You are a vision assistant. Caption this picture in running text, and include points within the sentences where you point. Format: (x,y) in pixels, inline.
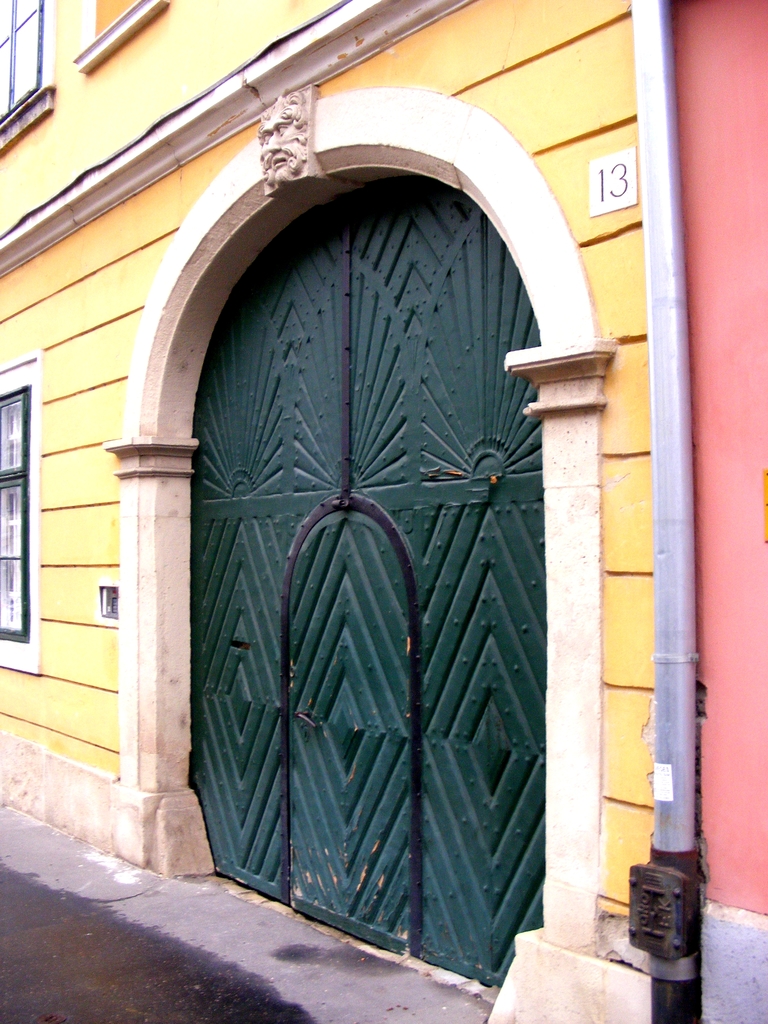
In this image we can see a building (245,55) with windows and door (338,587). And there is an arch (249,228). On the arch (249,228) there is a sculpture (260,136). On the wall (503,118) there is a number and a pipe (656,544).
